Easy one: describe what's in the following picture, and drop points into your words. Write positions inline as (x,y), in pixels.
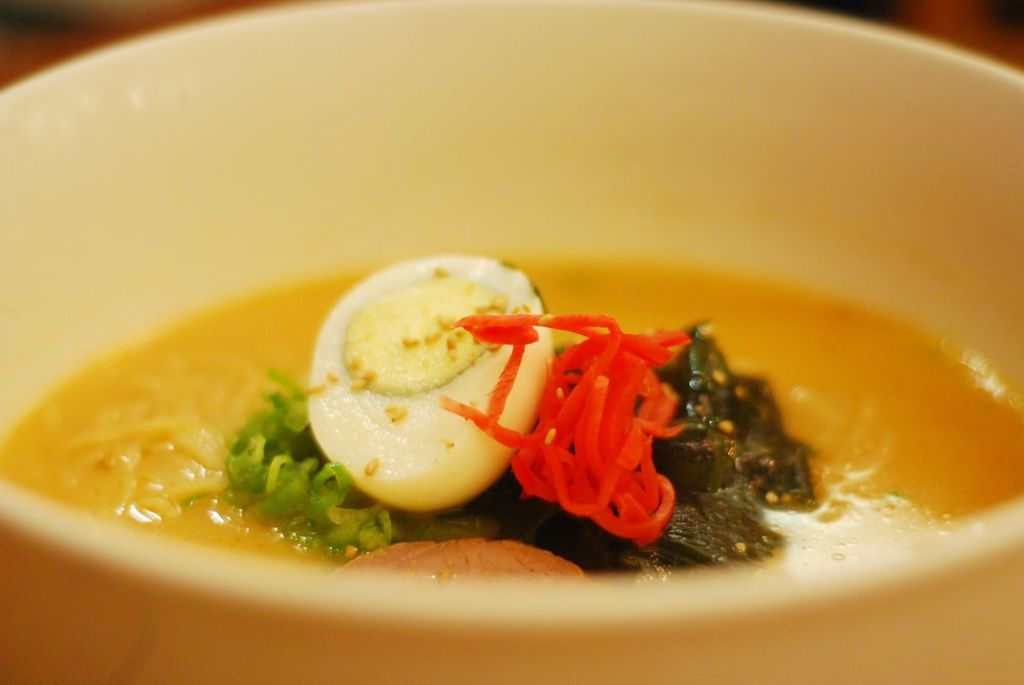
In this bowl (390,265) I can see the soup (258,387), noodles (199,481), green onion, ginger (627,412), pieces (507,482) and boiled egg (353,334). This bowl (839,259) is kept on the table (985,25).
